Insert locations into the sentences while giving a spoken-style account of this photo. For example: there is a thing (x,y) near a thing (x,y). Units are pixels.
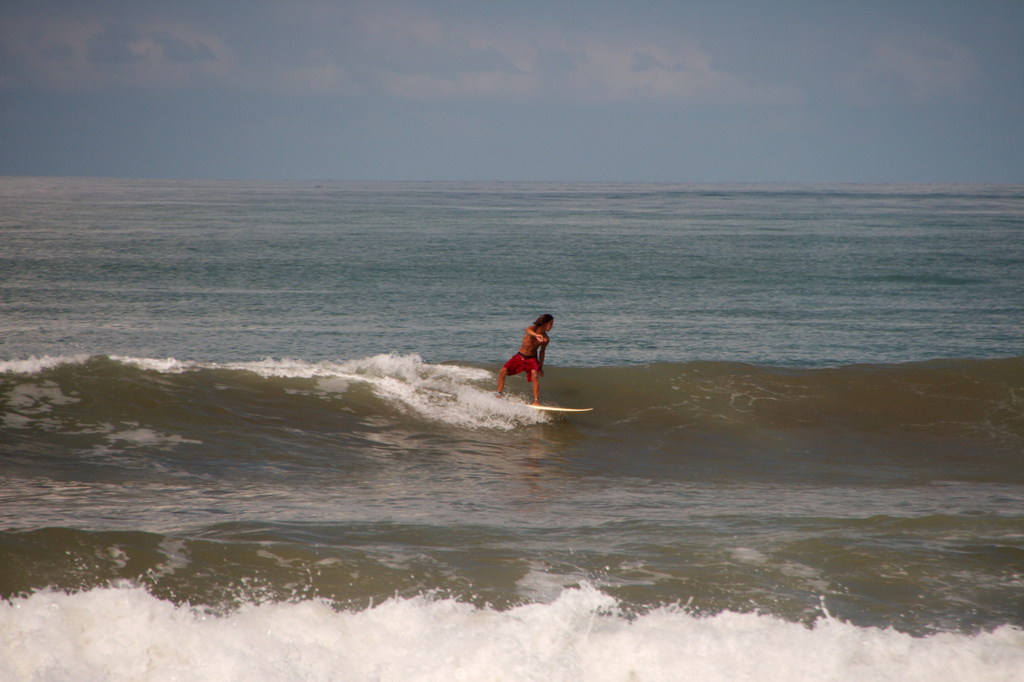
In the center of the image (541,341) there is a person (522,359) surfing on the sea (551,449). In the background (746,145) we can see sky (466,63) and clouds (574,52).
